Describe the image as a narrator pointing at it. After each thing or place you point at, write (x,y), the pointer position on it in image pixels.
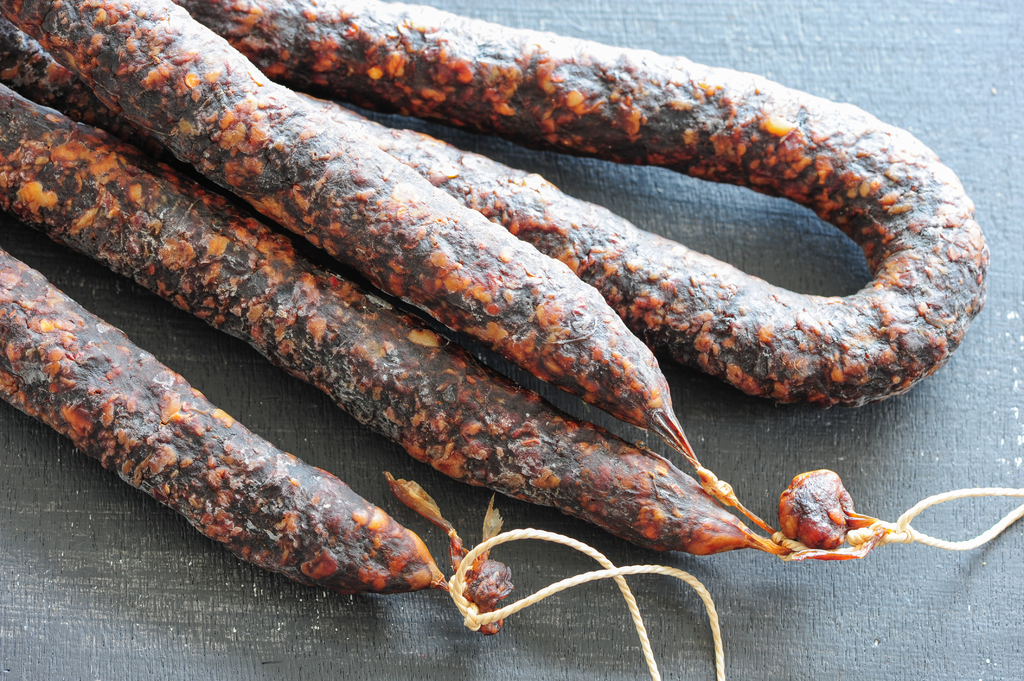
In this image there are salami rolls (423,295).
